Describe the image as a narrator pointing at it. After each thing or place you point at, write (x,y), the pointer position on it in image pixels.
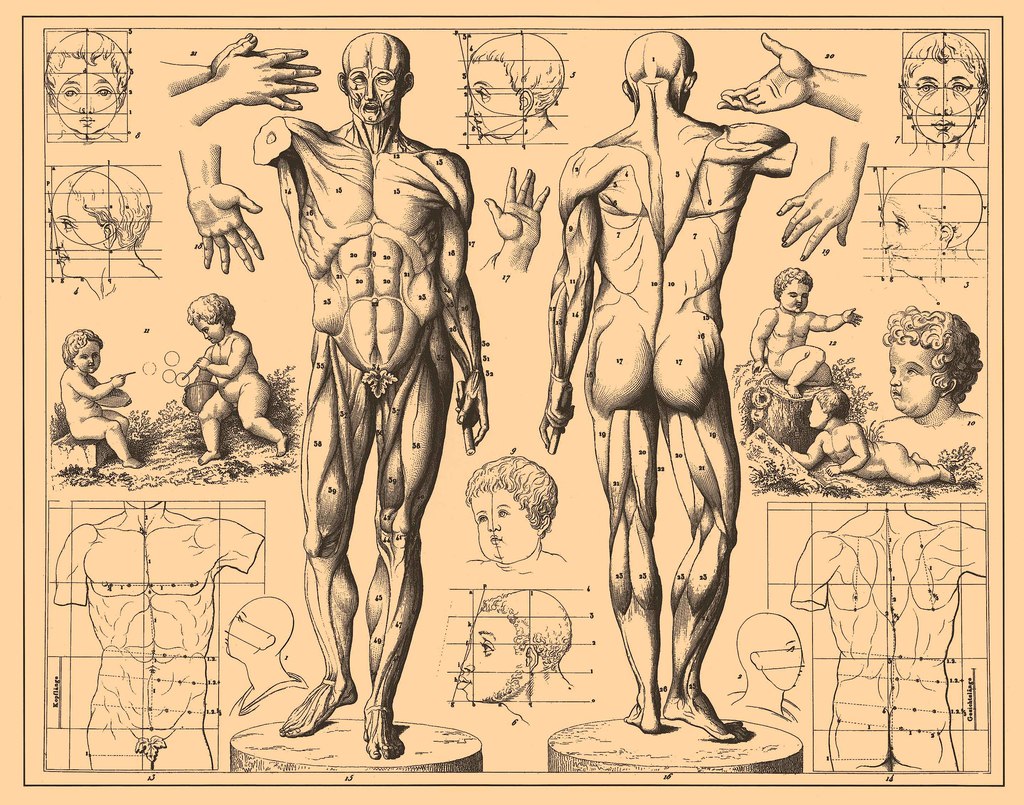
Here in this image we can see pictures (435,237) of a human body (398,240) printed on a paper (573,486) and we can also see other pictures (165,546) determining the measurements of the parts (387,399) over there.
